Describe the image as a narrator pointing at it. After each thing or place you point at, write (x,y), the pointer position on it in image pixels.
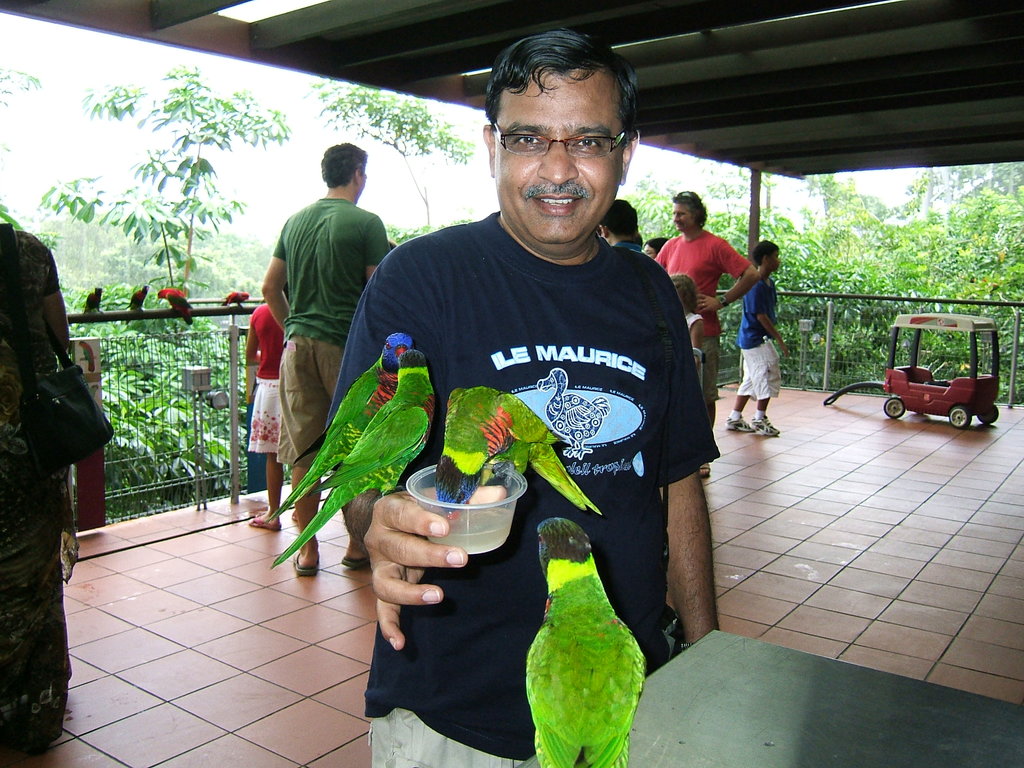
In this image, one person (578,35) who is in the middle (605,397) is feeding to this bird (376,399).
